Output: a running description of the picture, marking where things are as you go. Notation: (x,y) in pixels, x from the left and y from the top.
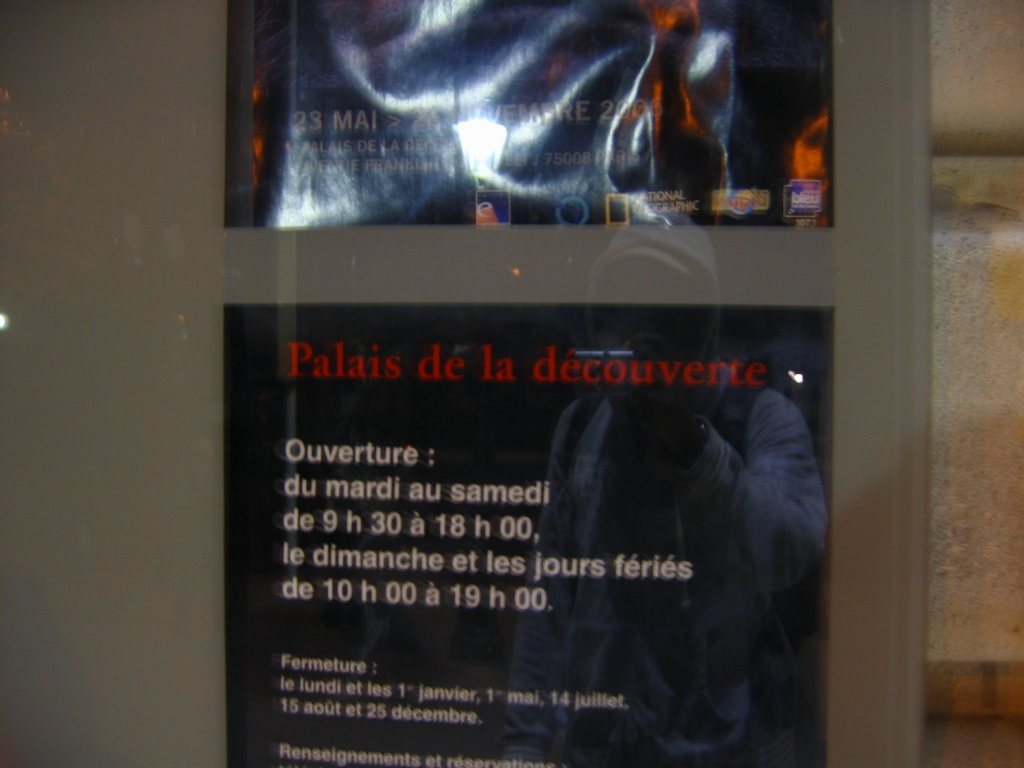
In this image we can see a poster (388,414) with some text (551,111) on it, also we can see the wall (953,669), and reflection (640,516) of a person (580,490) on the glass (594,487).
